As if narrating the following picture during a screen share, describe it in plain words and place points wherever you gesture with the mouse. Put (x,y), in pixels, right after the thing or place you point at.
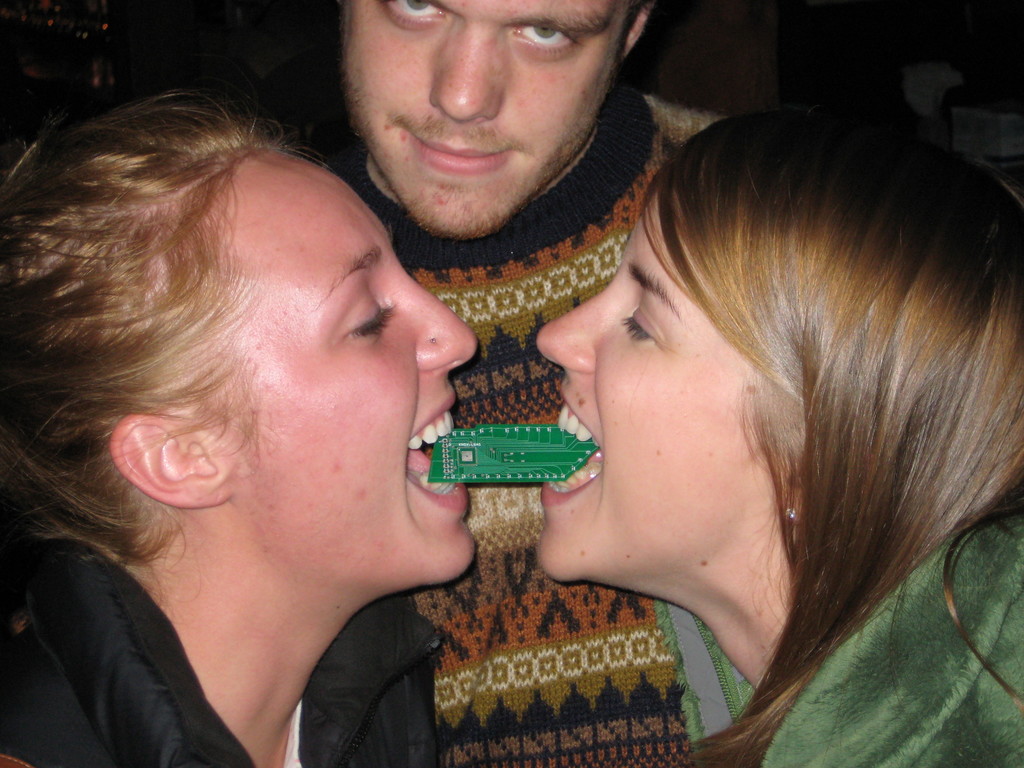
In this image, I can see a man (456,251) and there are two women (388,531) holding an object (519,474) with their mouths (563,500). There is a dark background (122,54).
